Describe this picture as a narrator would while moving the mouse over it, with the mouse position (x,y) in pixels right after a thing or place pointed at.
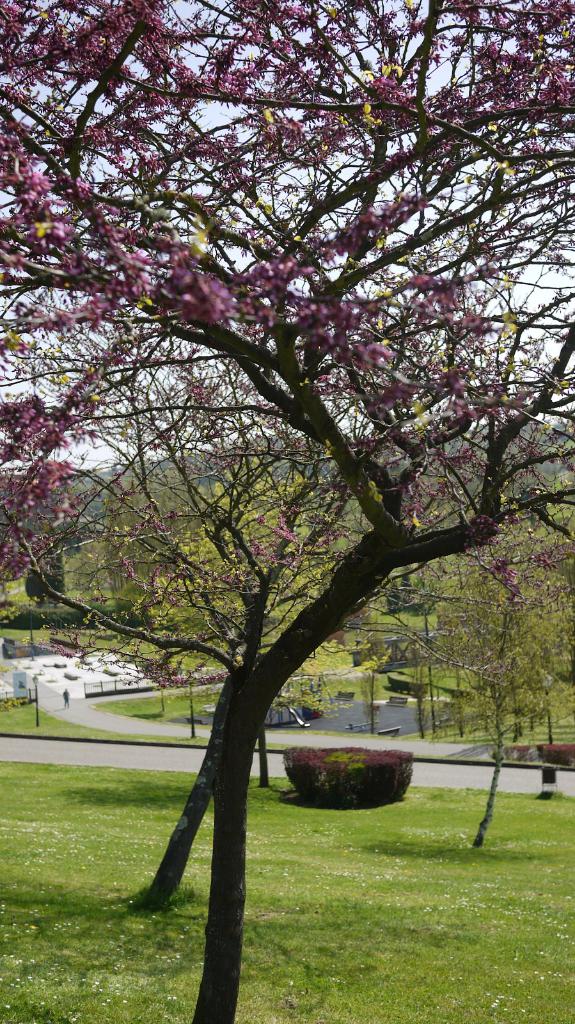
In this picture I can observe a tree (142,320). There are purple color leaves (137,252) to this tree (225,289). There is some grass (149,907) on the ground (102,856). In the background (270,628) there are some trees (35,579) and I can observe a road (191,759). There is a sky (51,336) in the background (42,331).
